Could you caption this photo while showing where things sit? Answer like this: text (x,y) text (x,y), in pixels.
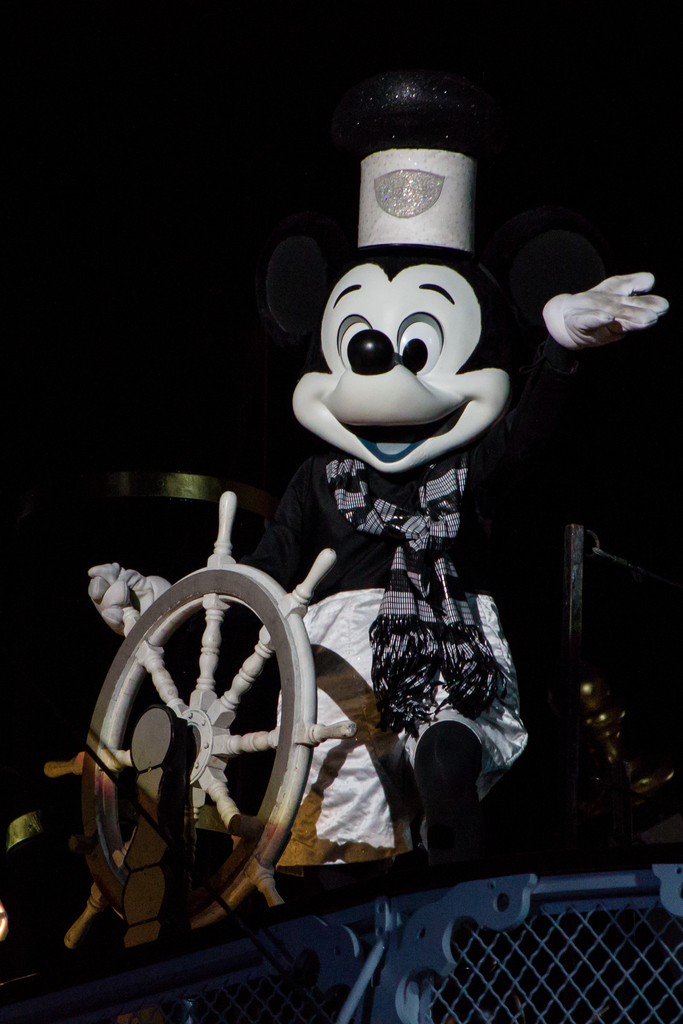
In this image we can see a cartoon (467,537) and there is a wheel (218,718). At the bottom (245,996) there is a fence (278,951).
